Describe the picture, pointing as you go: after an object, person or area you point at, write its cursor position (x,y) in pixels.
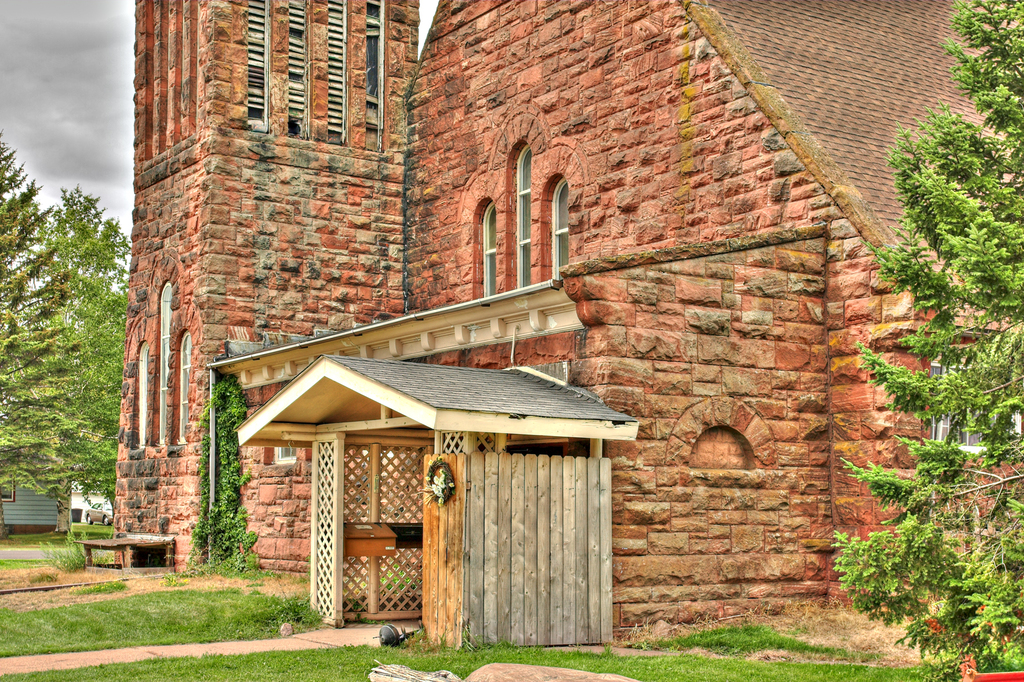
In this image we can see a building (383,413), there are some trees (59,337), plants (196,531), grass (248,584), poles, bench (139,535) and wood (556,514), also we can see the sky (126,104).
